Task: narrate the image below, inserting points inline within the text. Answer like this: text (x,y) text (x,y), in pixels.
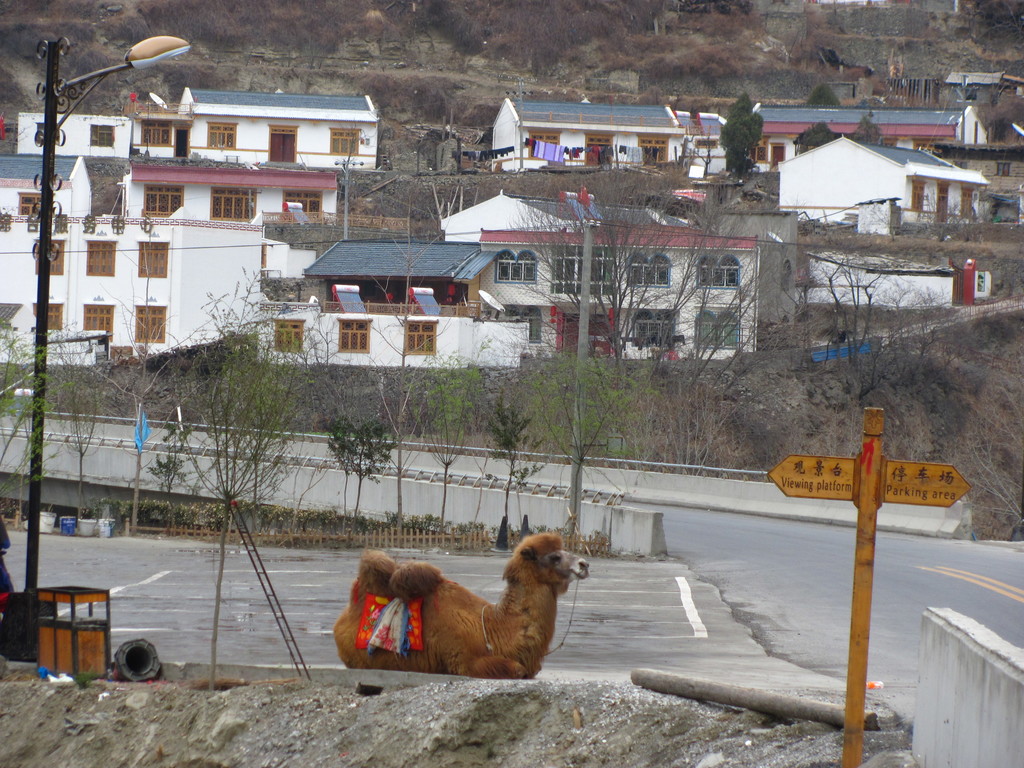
In this picture I can see few buildings (143,289), trees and I can see a pole light (56,56) and I can see a camel (429,611) and a board (897,472) to the pole (866,516) with some text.
